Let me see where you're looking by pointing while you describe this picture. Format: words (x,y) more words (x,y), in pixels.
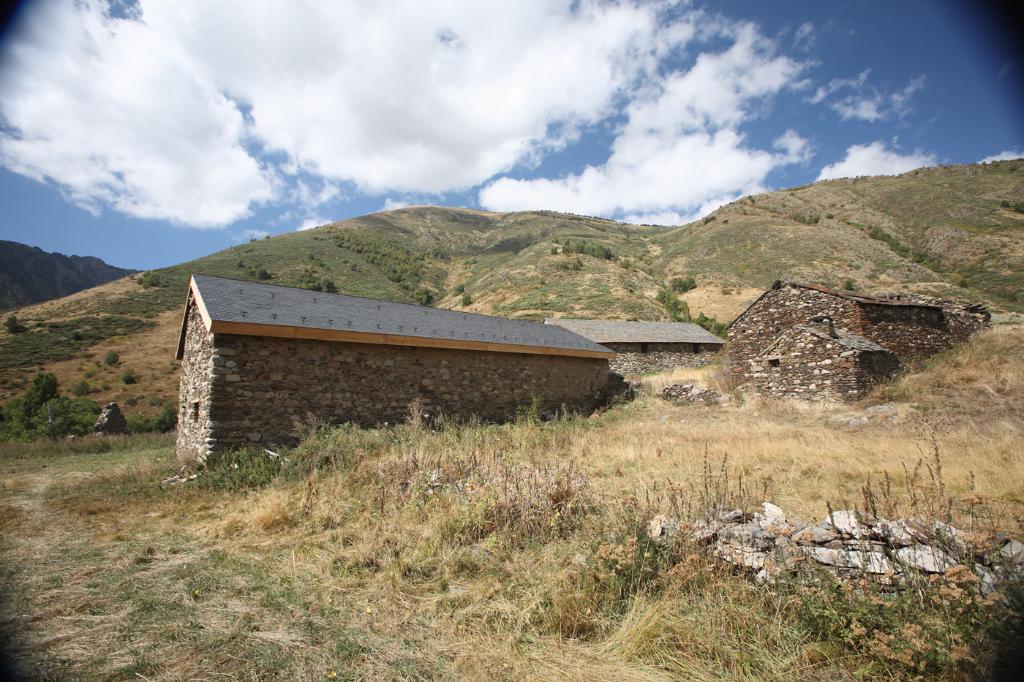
In this image we can see some houses (227,407) and the walls (497,361) of those houses (560,365) are built with stones (472,362) and at the background of the image (504,286) there are some mountains (455,274) and sunny sky (413,141).
